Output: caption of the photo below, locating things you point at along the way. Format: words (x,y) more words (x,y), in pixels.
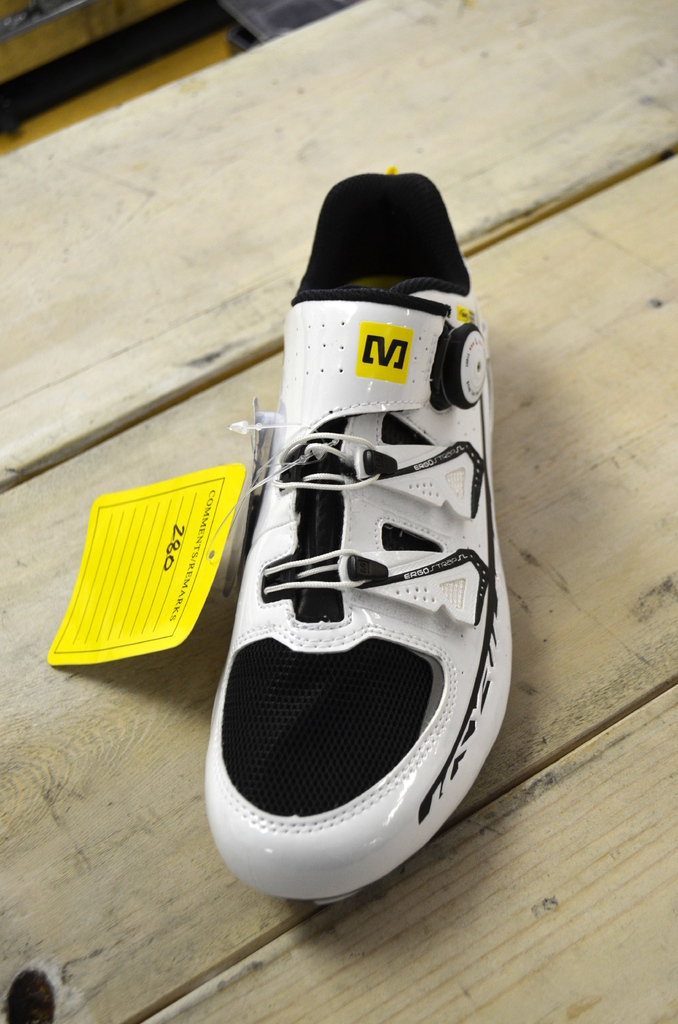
In this picture we can see a shoe (435,584) with a tag (232,497) and this shoe (450,400) is placed on a wooden table (492,24).
